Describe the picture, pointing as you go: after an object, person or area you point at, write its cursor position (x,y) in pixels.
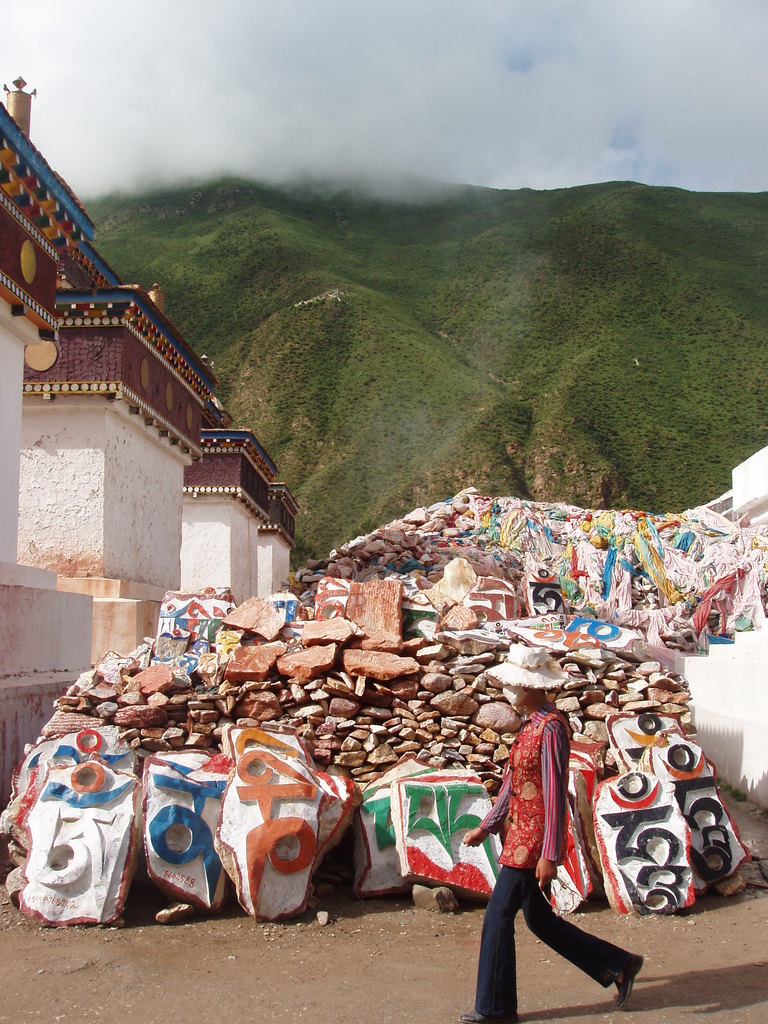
In this picture there is a person (607,961) on the right side of the image (513,892), he is wearing a hat (509,669), there are rocks (574,701) in the center of the image (266,626) and there are pillars (29,434) on the left side of the image (16,631), there are mountains (404,390) at the top side of the image (422,303).
